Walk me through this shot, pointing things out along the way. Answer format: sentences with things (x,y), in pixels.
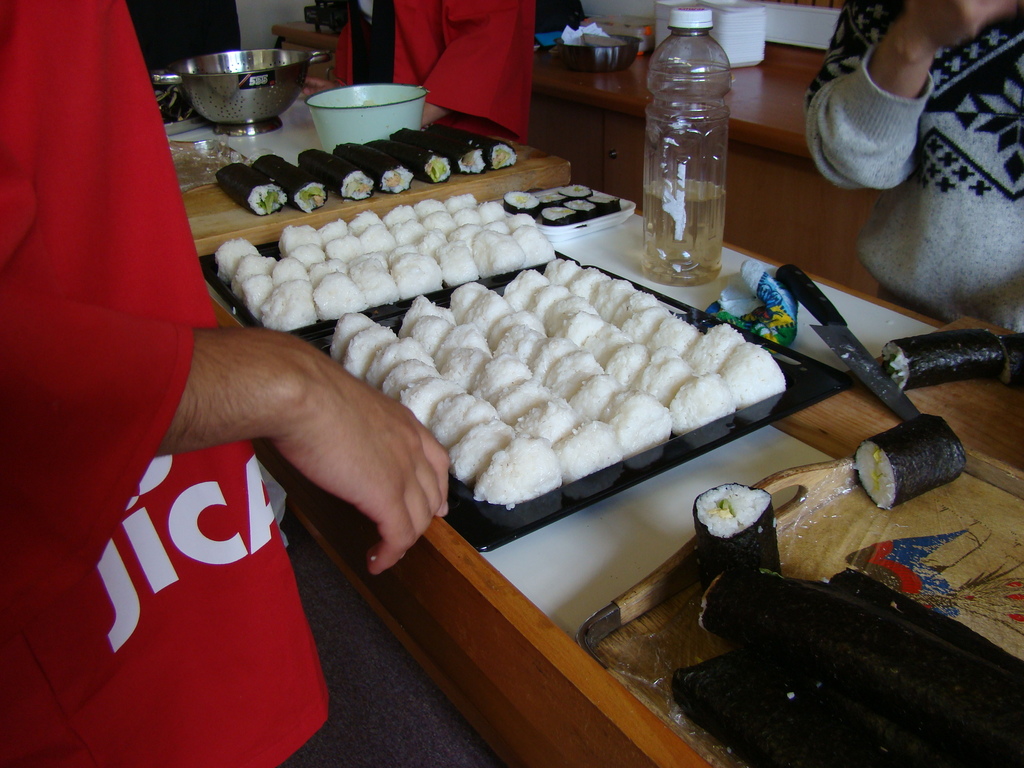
Here we can see a wooden table (272,215) where a delicious items (528,313), a water bottle (707,211) and bowl (417,89) are kept on it.
